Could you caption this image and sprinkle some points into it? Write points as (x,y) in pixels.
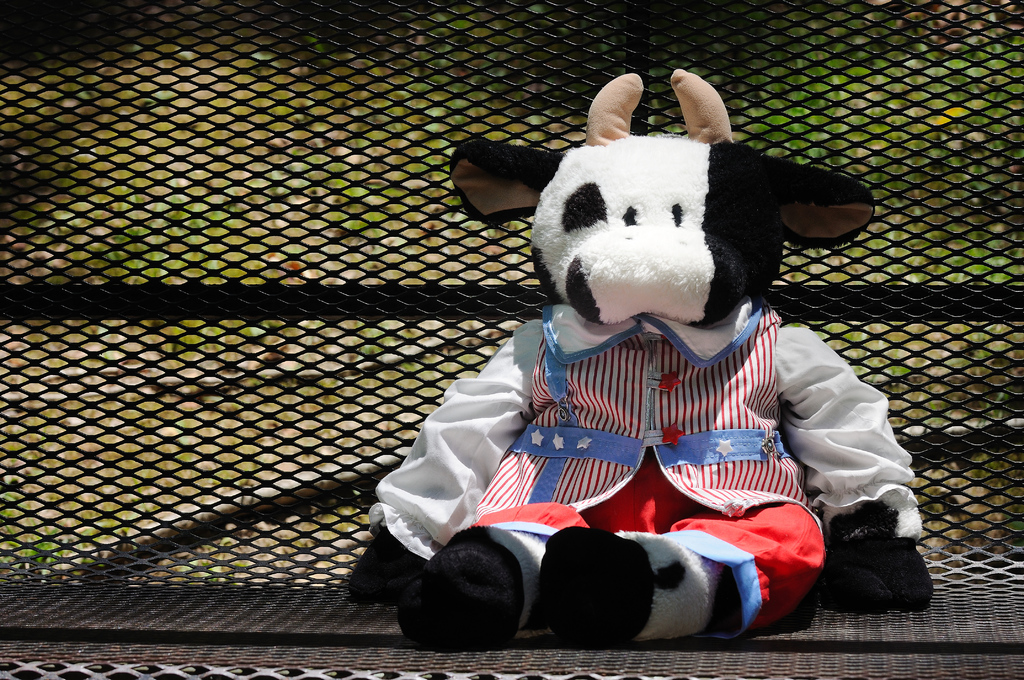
In the center of the image (602,247) there is a toy (608,359). In the background of the image (210,307) there is grill (342,344).
